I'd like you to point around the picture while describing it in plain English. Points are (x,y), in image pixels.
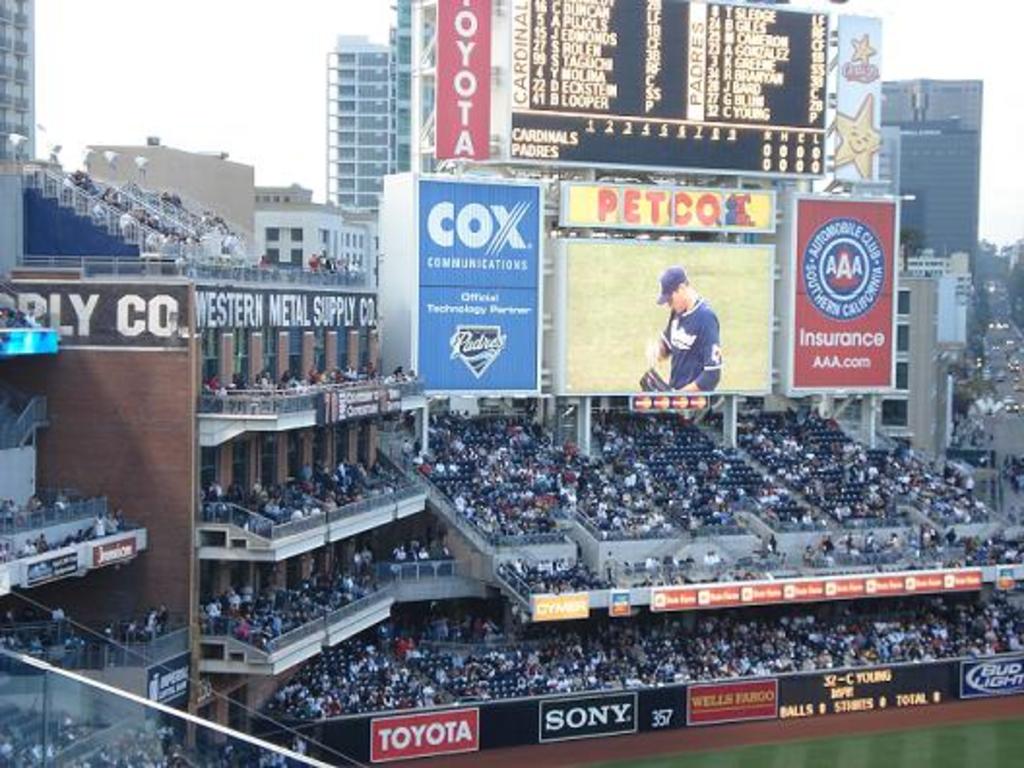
In this image we can see buildings (376,142), information boards (808,137), display screen (683,386), iron grills (53,510) and spectators (389,642). In addition to this we can see sky (280,130) and ground (882,734).
